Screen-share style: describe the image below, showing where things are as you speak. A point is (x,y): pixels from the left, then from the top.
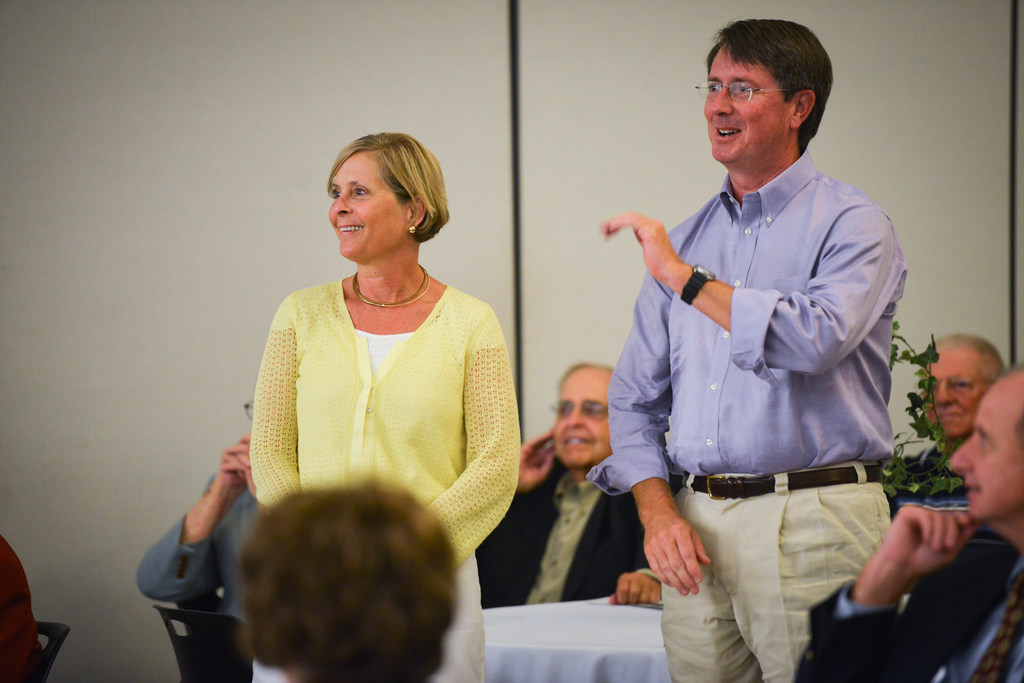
In this image, we can see some persons (912,505) in front of the table (536,631). There are two persons (628,374) in the middle of the image (431,390) wearing clothes (413,379) and standing in front of the wall (467,222).
